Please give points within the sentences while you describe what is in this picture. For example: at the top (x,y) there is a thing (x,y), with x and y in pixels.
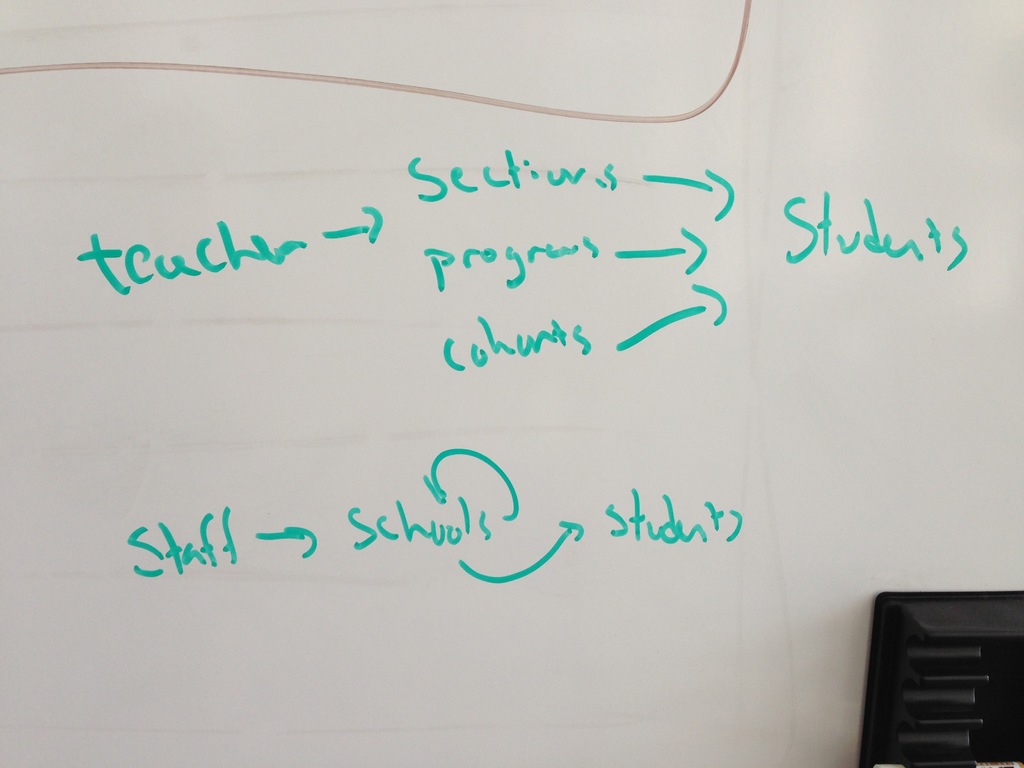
In this picture I can see a white board (667,398) and I can see some handwritten text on it.
